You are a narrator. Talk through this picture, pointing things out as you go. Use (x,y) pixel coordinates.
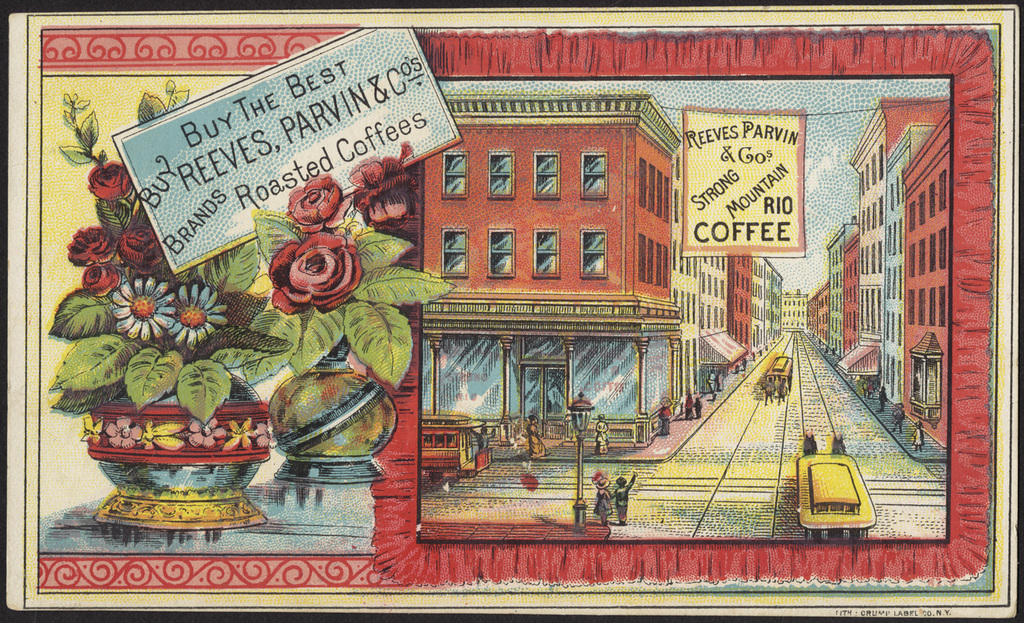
In this picture I can see a painted board (397,242), in which I can see some flower vases (359,309), building (495,301), persons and texted papers (444,116).
